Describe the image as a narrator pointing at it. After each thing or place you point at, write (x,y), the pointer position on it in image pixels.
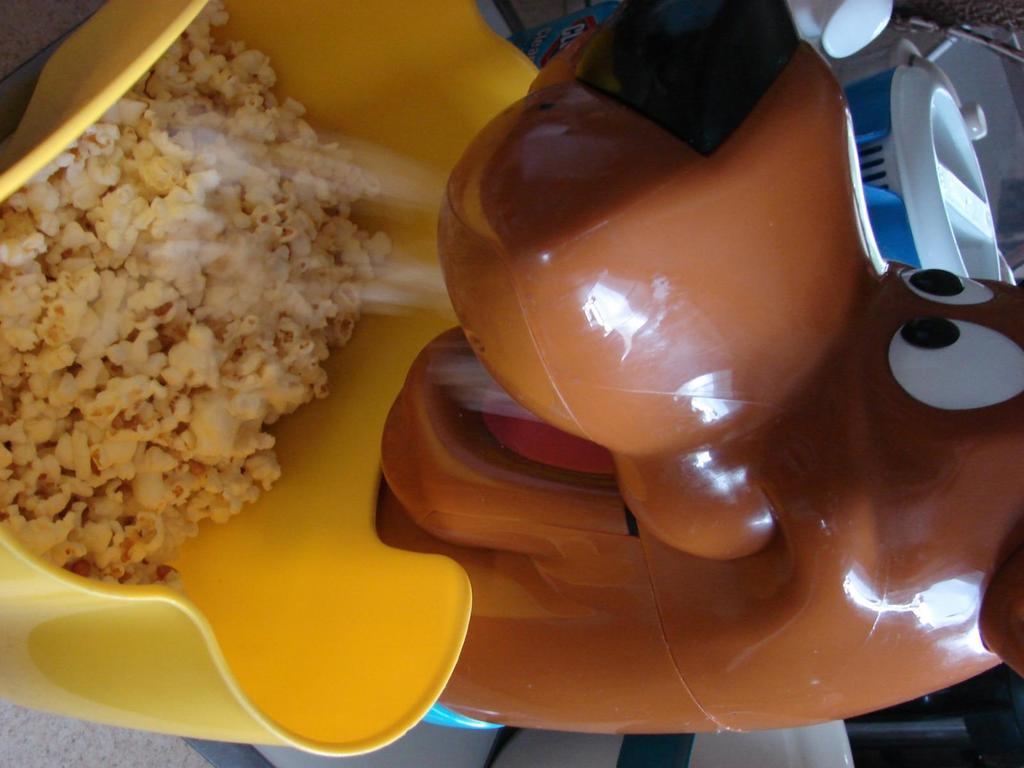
In this image, I can see a popcorn machine (612,634). At the top right side of the image (878,119), there are few objects (957,231).
